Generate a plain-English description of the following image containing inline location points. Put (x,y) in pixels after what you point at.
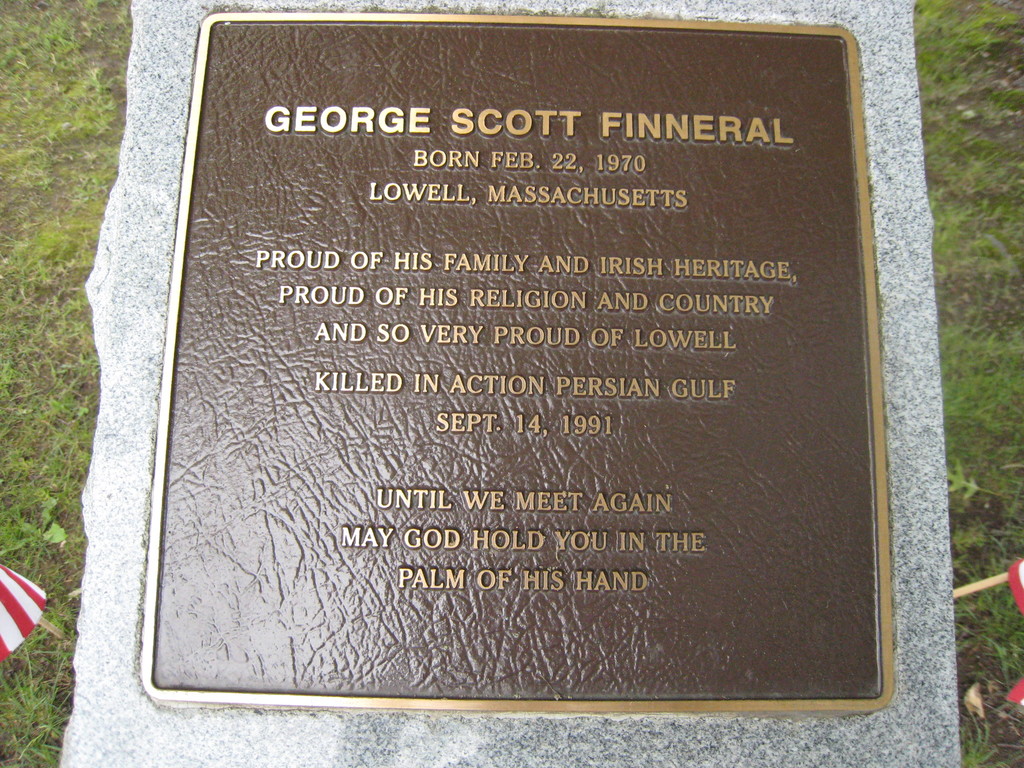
There is a headstone (458,424) which has something written on it.
